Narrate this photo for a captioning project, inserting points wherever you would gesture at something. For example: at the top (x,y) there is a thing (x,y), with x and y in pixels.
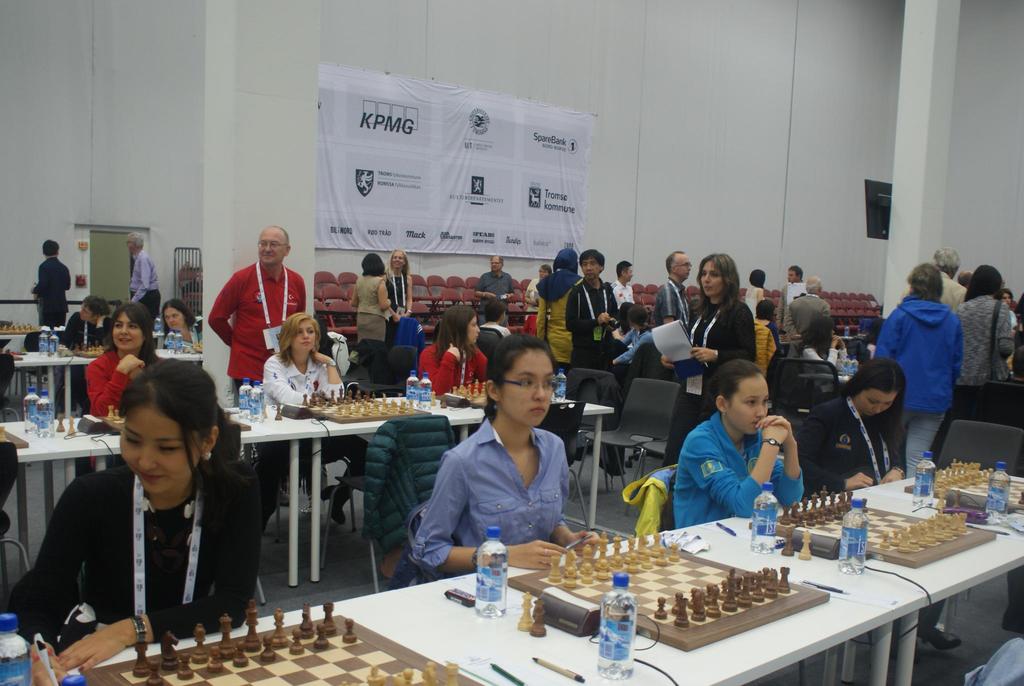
There are few people (152,546) sitting on the chairs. These are the tables (272,430) with water bottles (490,581), chess board (675,583), chess coins (696,613), pens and few other things (655,667) on it. I can see few people (567,269) standing. This is the pillar (927,136) which is white in color. I can see a banner (517,146) attached to the wall (532,61). These are the empty chairs (448,287). I think this is the screen (881,185) attached to the pillar (915,198).
